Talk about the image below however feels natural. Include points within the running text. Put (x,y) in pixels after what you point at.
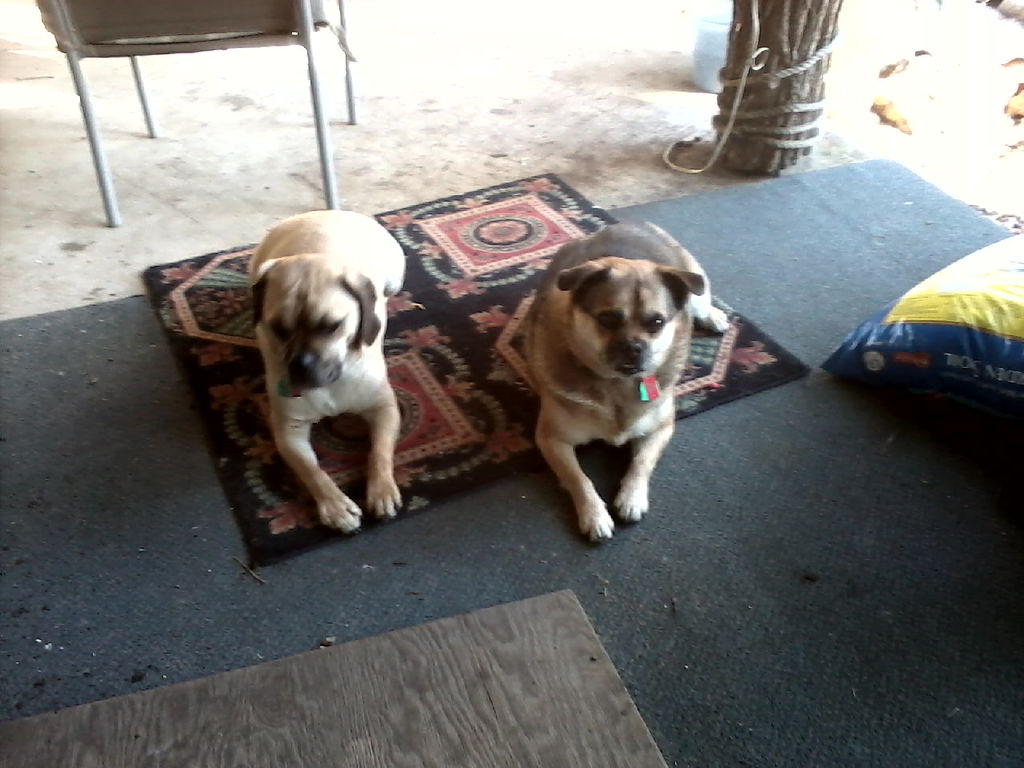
In the picture I can see two dogs (396,242) on the carpet (229,411). It is looking like a rice bag (954,361) on the right side (958,272). It is looking like a wooden pole (801,28) on the top right side (802,81). There is a wooden block (450,664) at the bottom of the picture (493,659). I can see a chair (343,35) on the top left side (255,39).
